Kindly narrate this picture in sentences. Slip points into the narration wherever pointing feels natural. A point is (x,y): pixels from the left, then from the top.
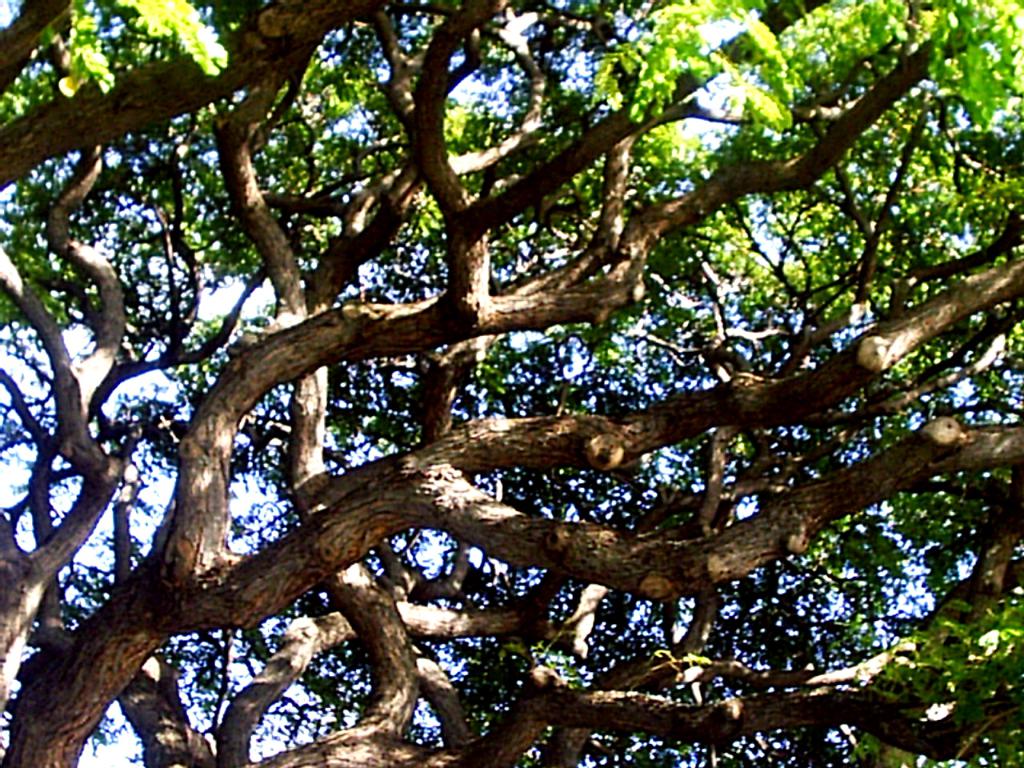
This is the picture of a big tree (718,301) with many branches (461,480). And from the gaps (213,312) we can also see the sky (218,305).
